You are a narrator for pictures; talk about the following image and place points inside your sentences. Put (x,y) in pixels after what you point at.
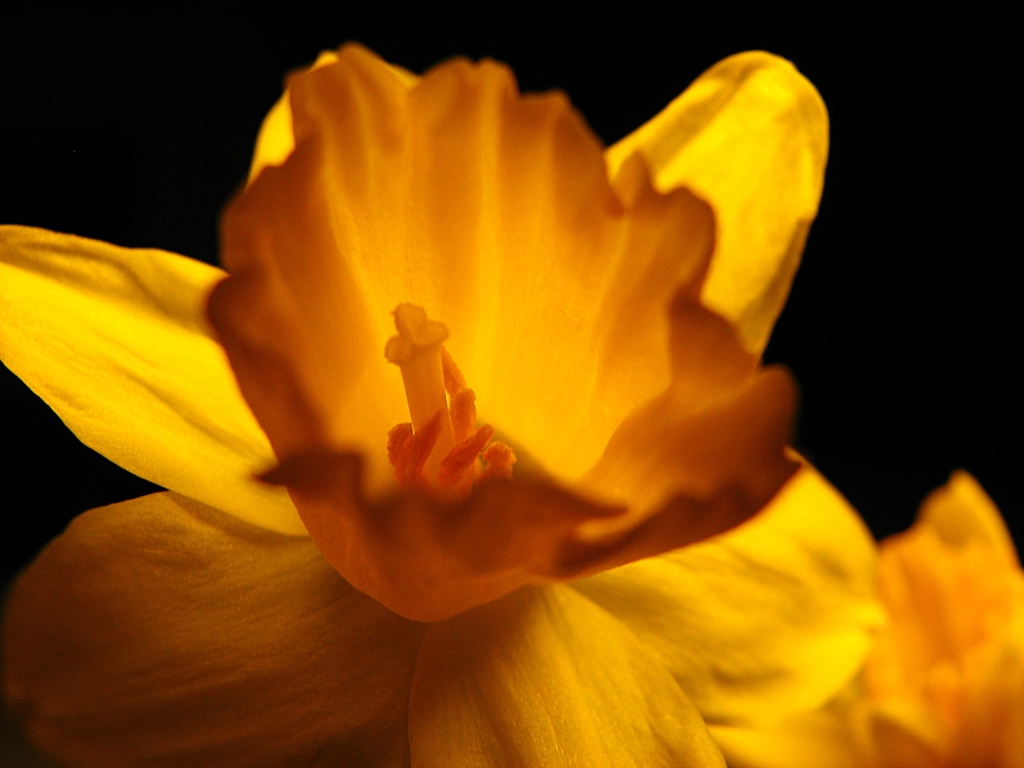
In this image I can see a yellow colour flower (494,408) in the front (611,536). I can also see black colour in the background (807,252).
